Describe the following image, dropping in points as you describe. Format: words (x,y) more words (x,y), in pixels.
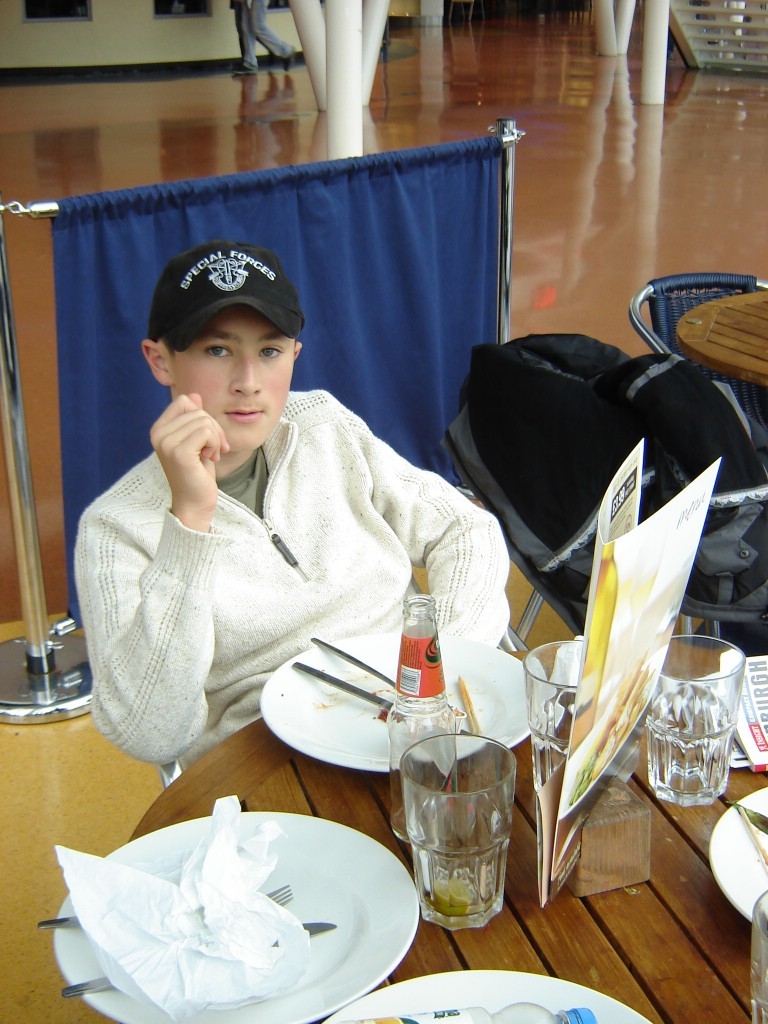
In this image i can see a man (259,588) is sitting on a chair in front of a table (525,829). On the table (519,814) we have few glasses (510,779) and other objects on it.
